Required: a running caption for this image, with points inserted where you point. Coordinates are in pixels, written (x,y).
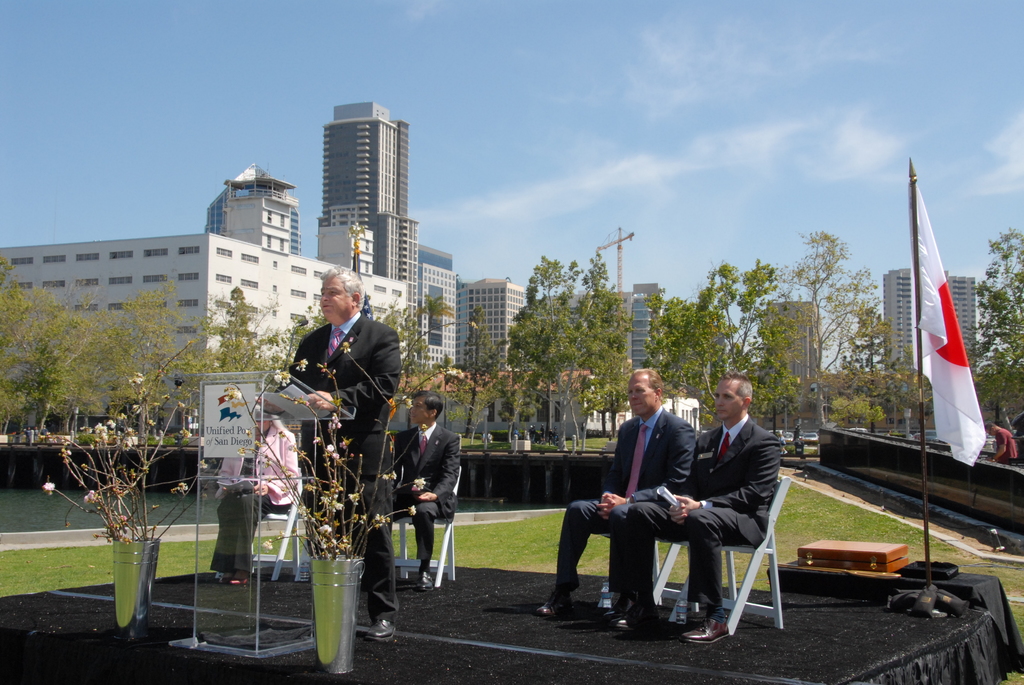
In this image there is a person (351,368) standing in front of the dais (245,415). Behind him there are a few other people (651,514) sitting on the chairs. In front of him there are flower vases (318,613). There is a flag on the stage (903,625). There are some objects (844,569) on the table (975,589). At the bottom of the image (508,543) there is grass (790,517) on the surface (802,510). In the background of the image (547,438) there are people (544,436). There are cars (816,433). There are trees (728,336), buildings (229,256) and sky (705,98).
